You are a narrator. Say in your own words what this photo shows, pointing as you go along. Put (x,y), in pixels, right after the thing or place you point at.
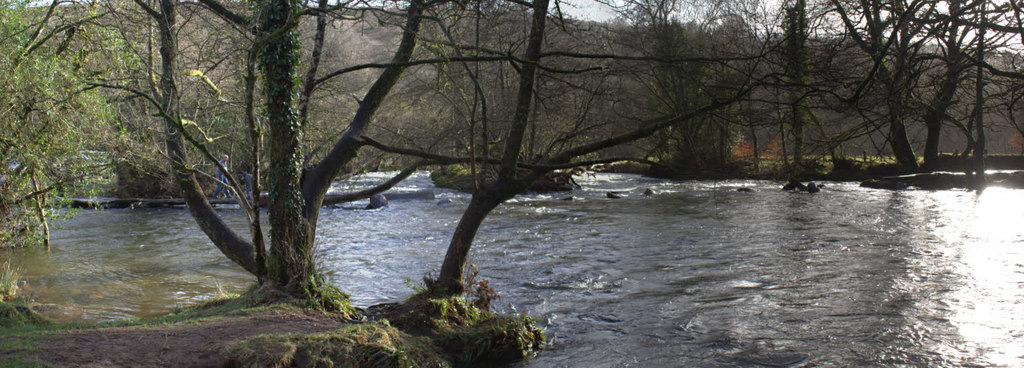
In this image we can see a person (217,190) standing on a wood log (229,203). In The center of the image (607,236) we can see water (689,266) and in the background (565,119), we can see a group of trees (592,31) and the sky (592,14).
